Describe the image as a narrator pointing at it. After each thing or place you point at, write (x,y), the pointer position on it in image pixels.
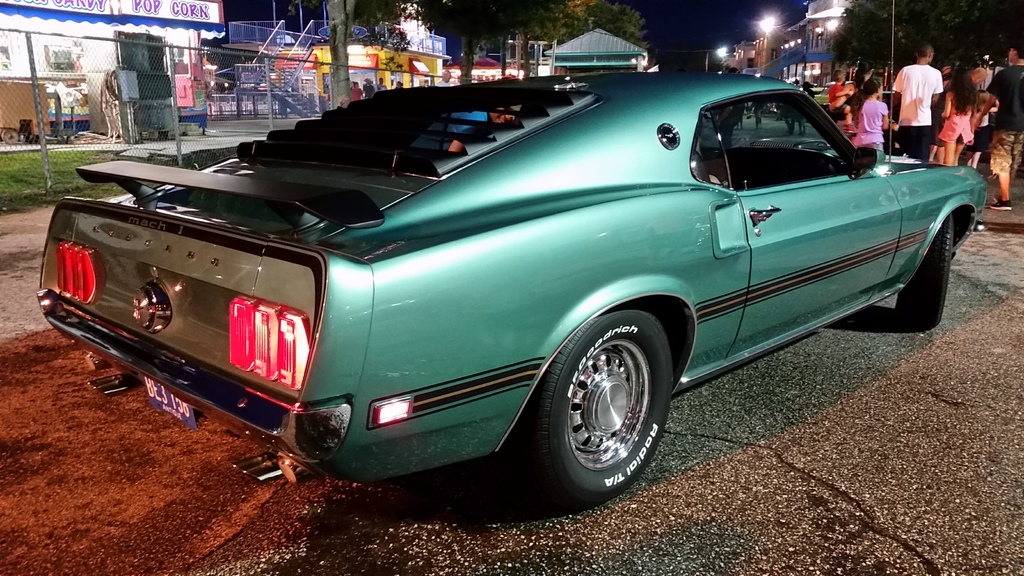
In the center of the image (539,306), we can see a car (664,347) on the road (850,347) and in the background (957,99), there are people (931,98) and we can see lights (834,28), trees (846,25), poles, stairs (284,54), boards (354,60) and we can see a fence (275,59).
